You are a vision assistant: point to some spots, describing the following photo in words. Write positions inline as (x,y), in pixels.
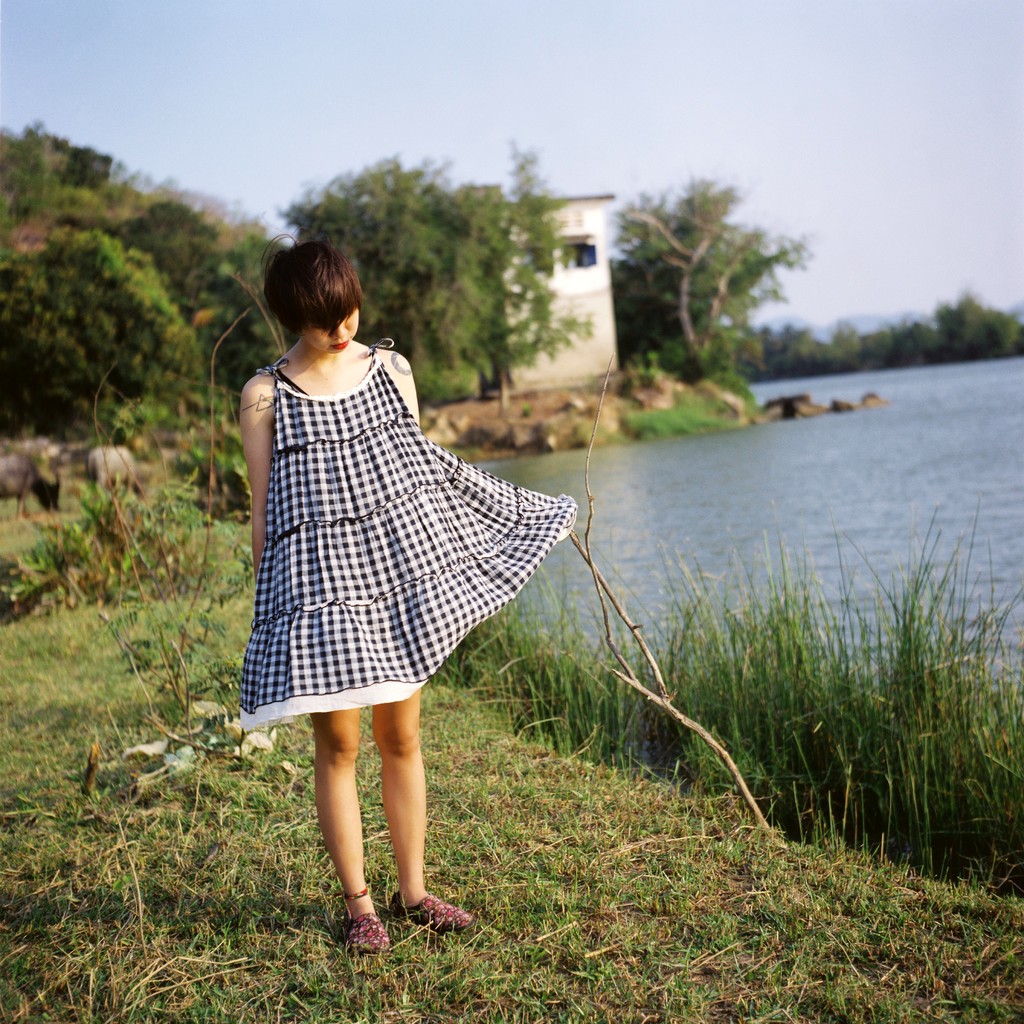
In this image I can see the person (285,542) with the white and black color dress (305,599). To the side of the person (454,572) I can see the grass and the water (711,482). In the background (160,307) I can see the trees (248,257), building (593,322) and the sky (751,78).
